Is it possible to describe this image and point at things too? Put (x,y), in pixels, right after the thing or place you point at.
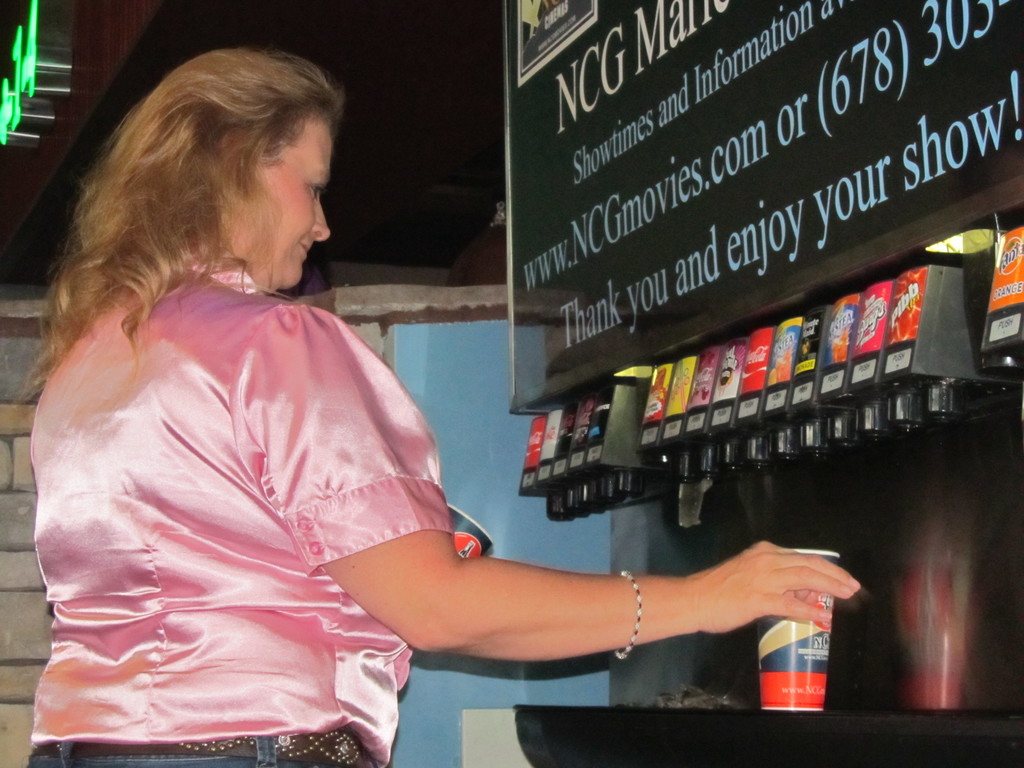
There is one woman (280,588) standing and holding a cup (454,545) on the left side of this image (243,558). There is a drink machine (677,541) on the right side of this image (769,514), and there is a wall (491,451) in the background (460,417). There is an advertising board (630,148) at the top right corner of this image (723,121).
